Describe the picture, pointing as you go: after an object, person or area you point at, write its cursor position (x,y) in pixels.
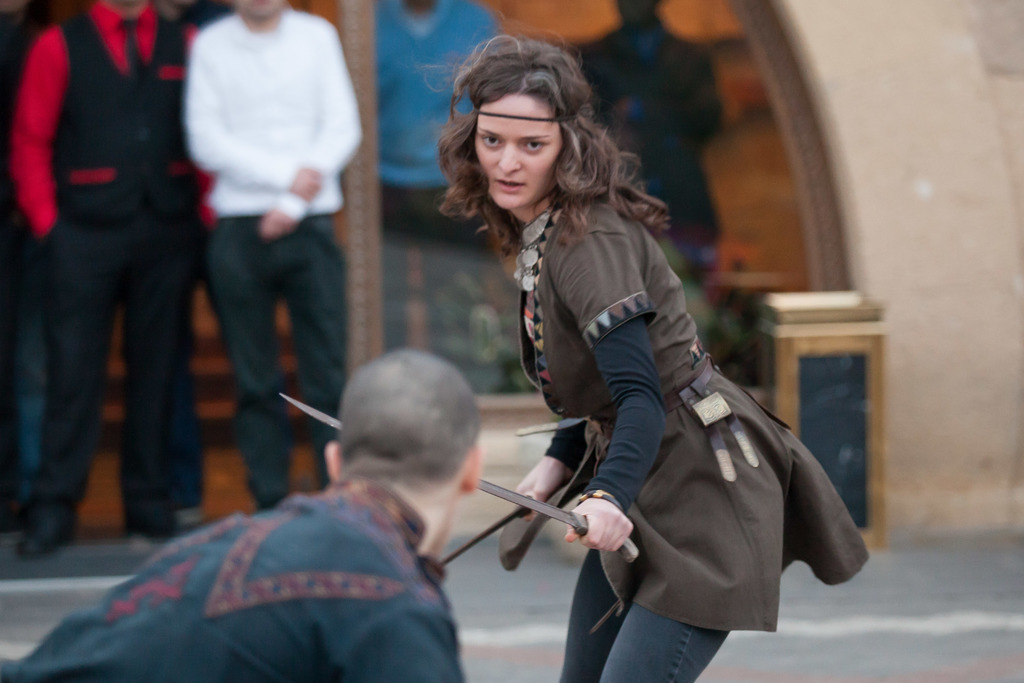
This picture shows a man (456,481) and a woman (554,438) and we see a woman (641,509) holding swords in both her hands (531,493).
